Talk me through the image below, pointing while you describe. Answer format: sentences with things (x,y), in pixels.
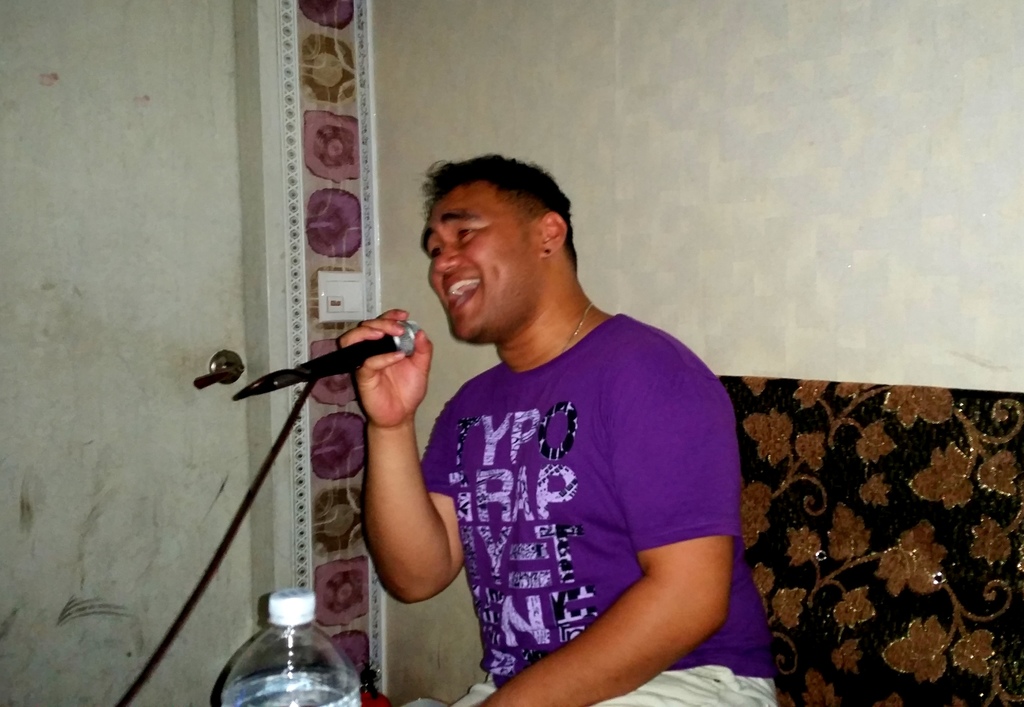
The picture is taken in a closed room (229,316) where a person (620,570) is sitting on the sofa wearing purple t-shirt (530,437) and singing in the microphone (414,354) in front of him, behind him there is a wall (617,200) and door (245,369), in front of him there is a water bottle (287,682).
